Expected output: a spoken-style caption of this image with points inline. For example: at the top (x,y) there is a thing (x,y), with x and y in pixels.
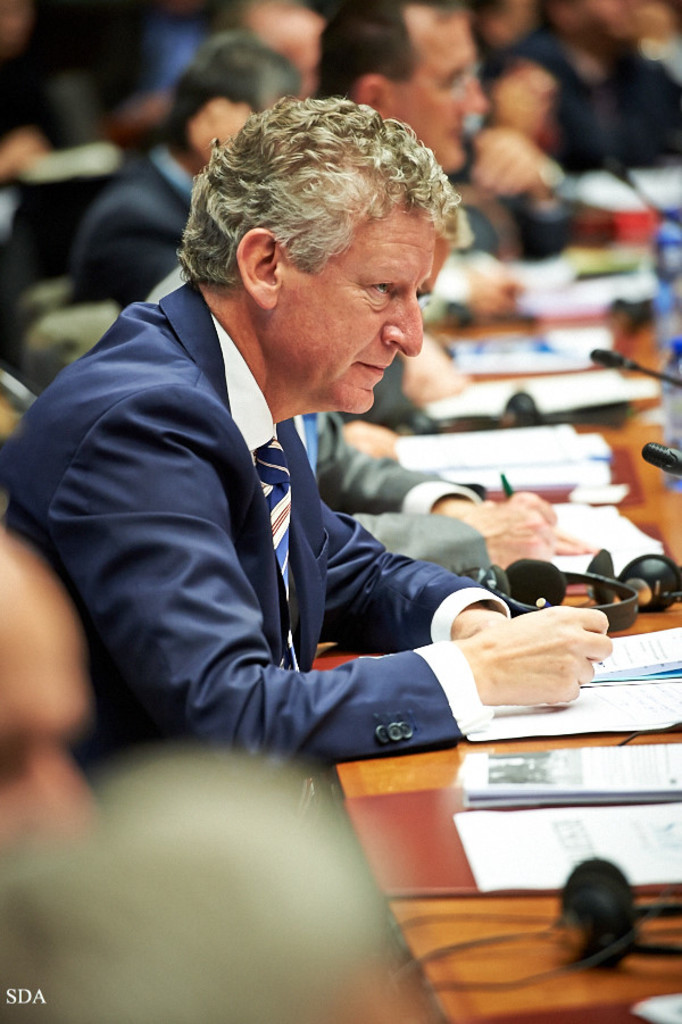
In this image, there are a few people (383,612). We can see the table (479,977) with some objects (613,776) like papers (594,795), headphones (636,911), microphones (664,447) and bottles (664,411).
